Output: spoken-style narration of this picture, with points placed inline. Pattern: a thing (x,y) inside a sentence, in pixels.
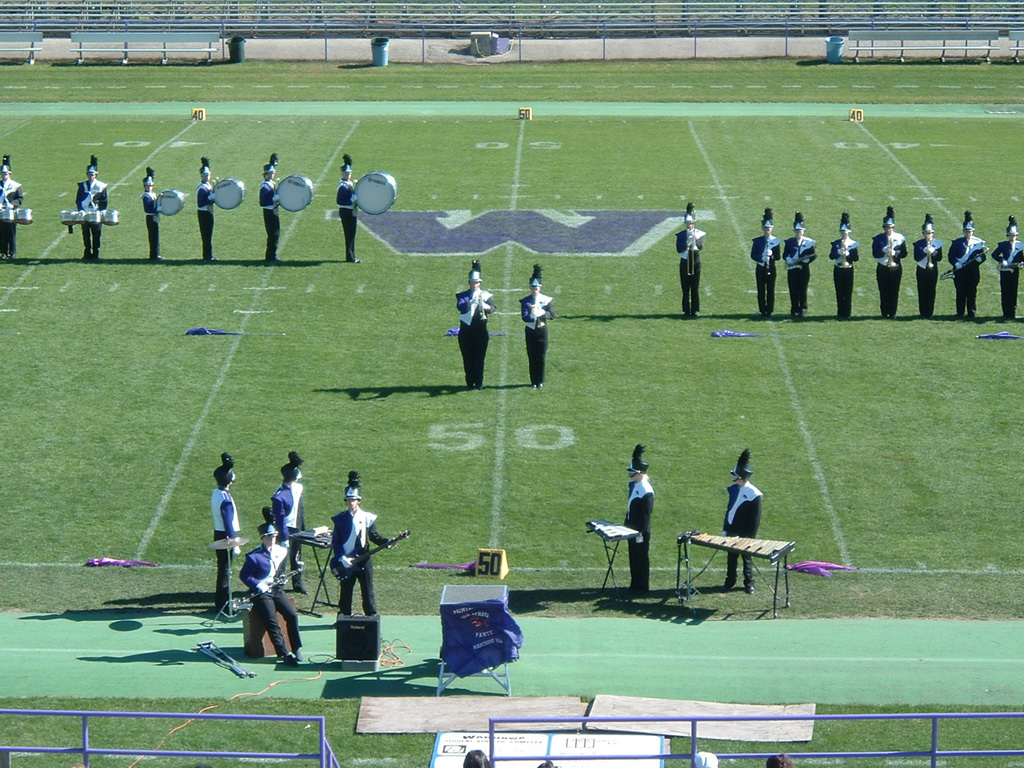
In this image there are group of people (774,313) standing and holding the musical instruments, there are benches (271,23), dustbins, speaker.
